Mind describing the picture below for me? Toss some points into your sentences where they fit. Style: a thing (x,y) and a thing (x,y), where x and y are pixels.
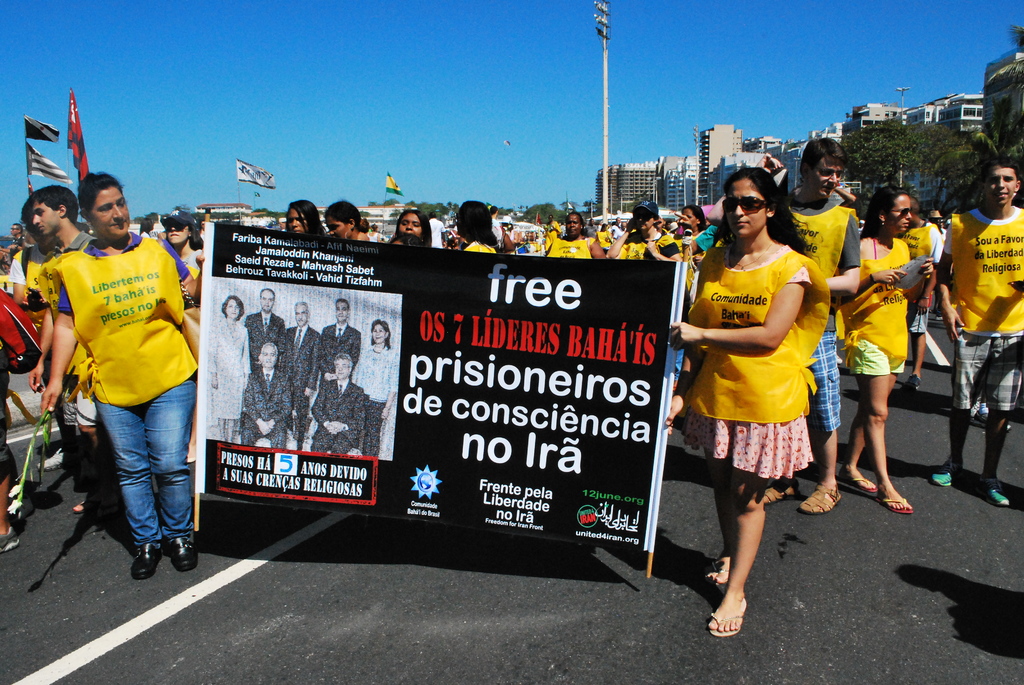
In this image in front (661,420) there are two persons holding the banner (577,359). Behind them there are few other people (953,472) standing on the road (927,466). On the backside (686,187) there are trees (874,150), buildings (753,154), flags (246,164). In the background (730,74) there is sky (842,38).
